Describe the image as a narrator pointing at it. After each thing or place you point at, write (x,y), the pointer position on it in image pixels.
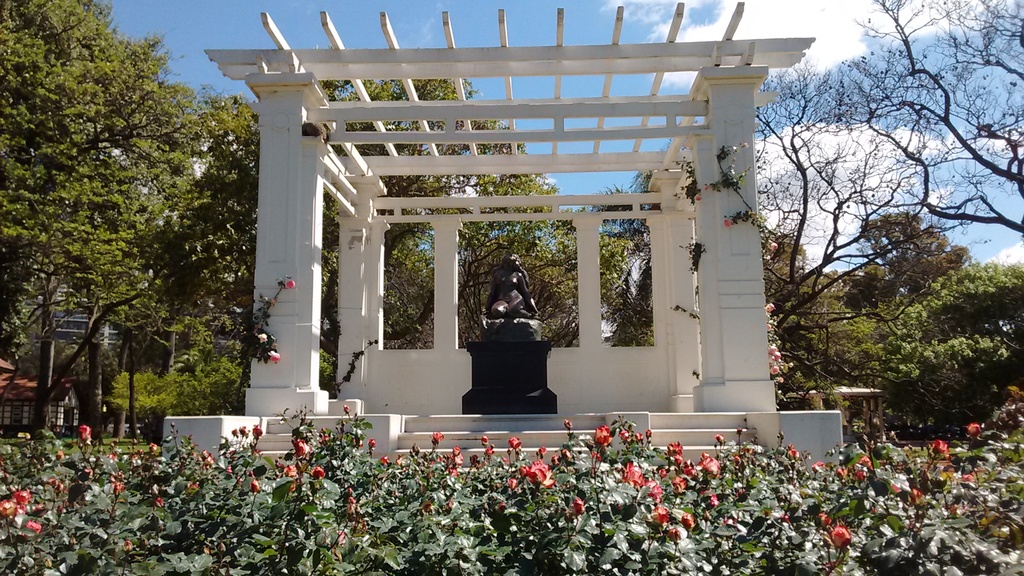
In this image we can see flowers (432,461) with the plants (369,526), we can see statue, pergola (318,220), house (66,388), trees (199,314) and the blue sky (338,17) with clouds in the background (992,321).
